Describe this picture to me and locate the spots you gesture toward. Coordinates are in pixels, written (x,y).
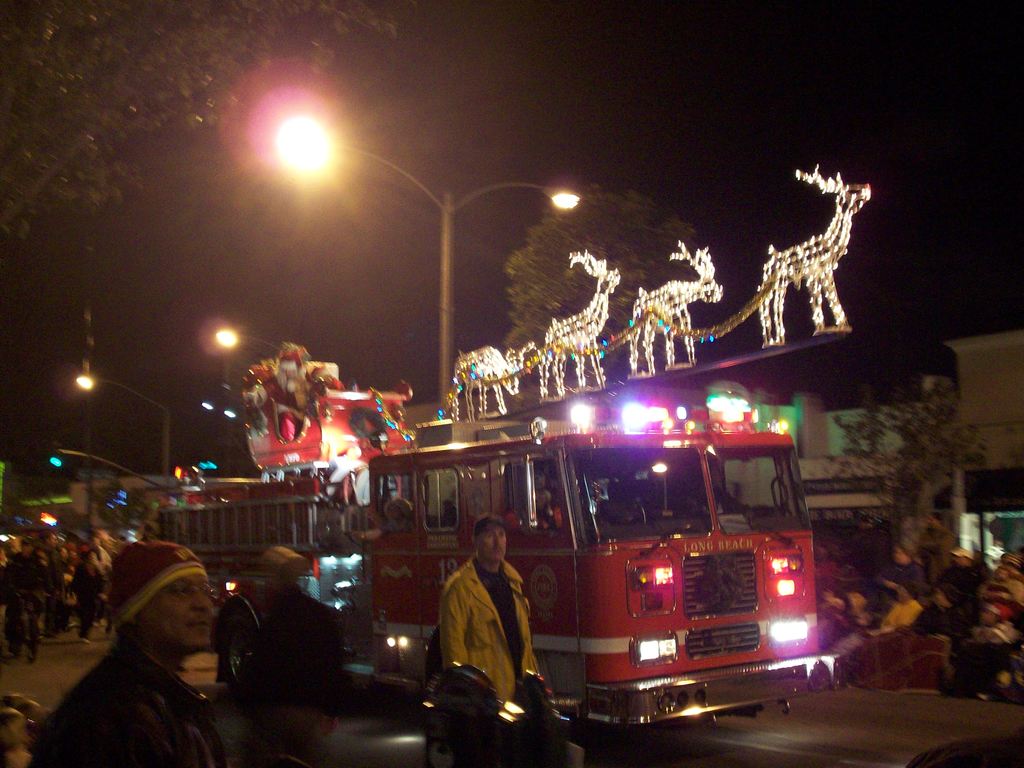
In this image, we can see many people (296,617) and some of them are wearing caps (116,594) and there are vehicles (714,447) on the road (793,717). In the background (151,508), there are buildings (975,460), trees (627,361) and we can see decoration lights (573,356) and there are street lights (444,302). At the top (710,88), there is sky (754,97).
